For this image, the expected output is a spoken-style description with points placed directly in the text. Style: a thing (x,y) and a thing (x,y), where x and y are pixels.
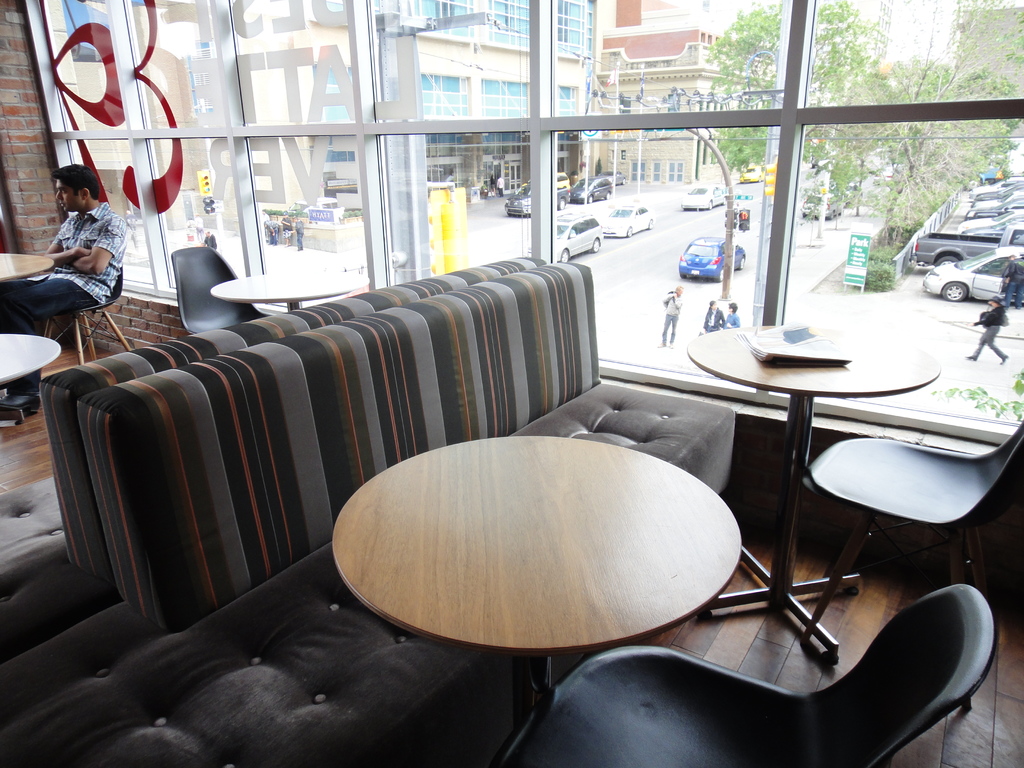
In the image we can see there is a sofa (373,410) and on chair (83,349) a man (54,314) is sitting. There are tables (537,579) and chairs (994,492) and on table (711,355) there is newspaper (845,350) and at the back (896,150) there are trees (886,131) and cars (1021,215) parked on the road (949,307).
